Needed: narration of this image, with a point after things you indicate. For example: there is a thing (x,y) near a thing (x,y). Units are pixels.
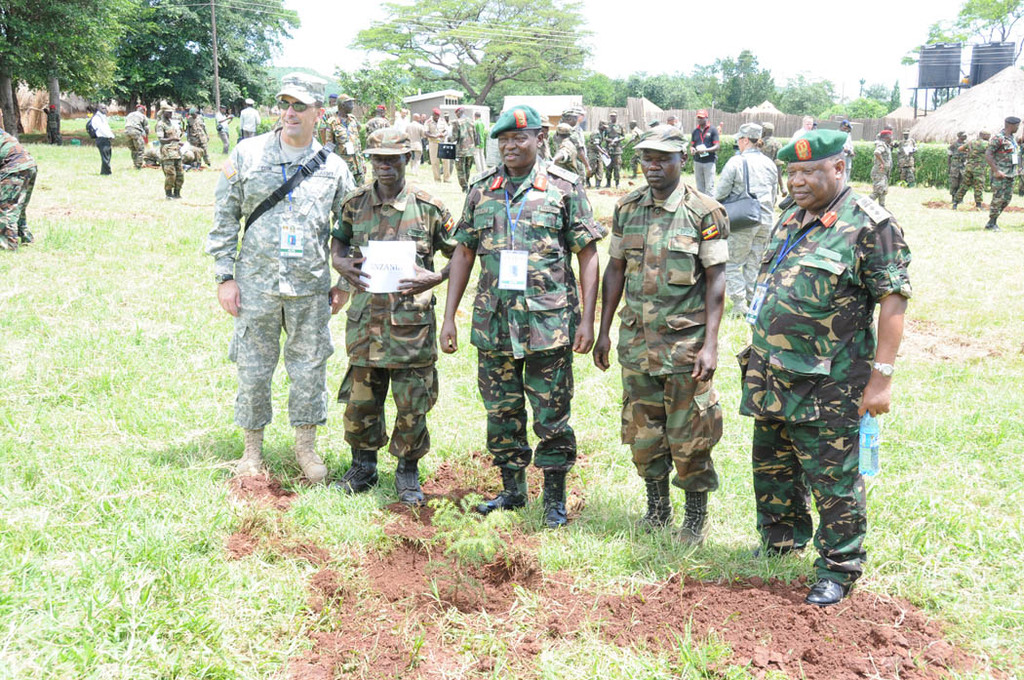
In this image, there are some people (689,460) standing and they are wearing soldiers hats (788,157), at the background (16,193) there are some people (1005,152) standing, there are some green color trees (763,83), at the top (660,75) there is a sky (716,32).
